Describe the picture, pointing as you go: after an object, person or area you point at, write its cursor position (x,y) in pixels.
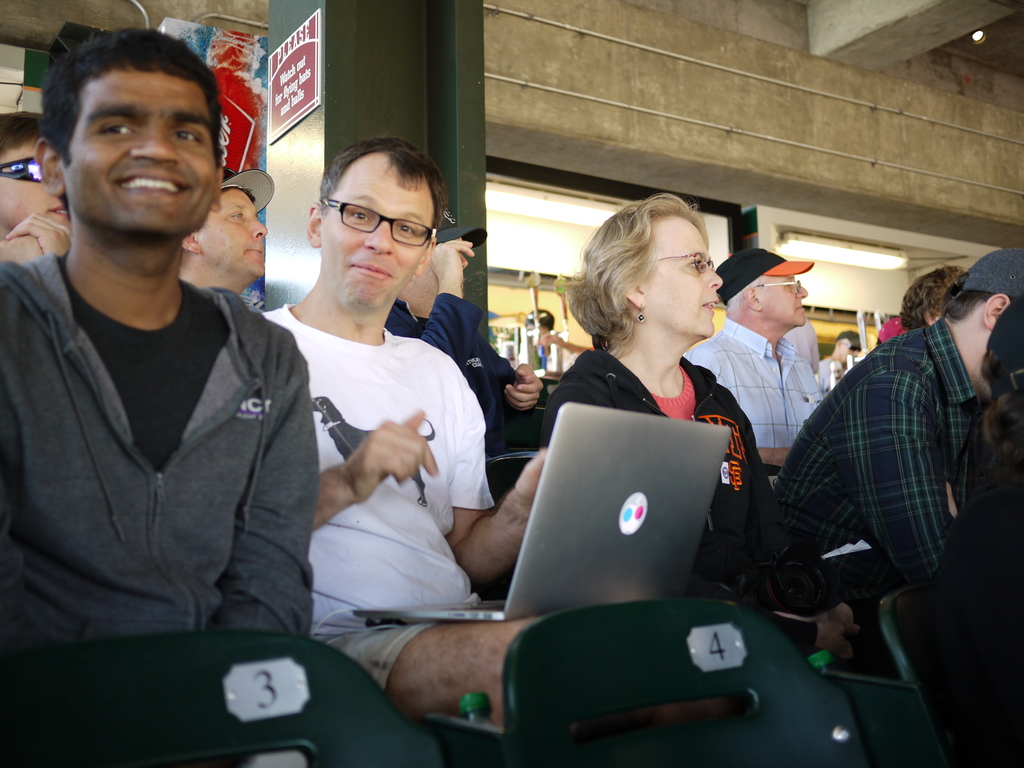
At the bottom of the image (92,697) there are chairs (322,678). In the center of the image (437,401) there are people (764,397) sitting on chairs (540,423). In the background of the image (748,107) there is wall (758,101). There are stores (548,237). There are advertisement boards (251,90).
